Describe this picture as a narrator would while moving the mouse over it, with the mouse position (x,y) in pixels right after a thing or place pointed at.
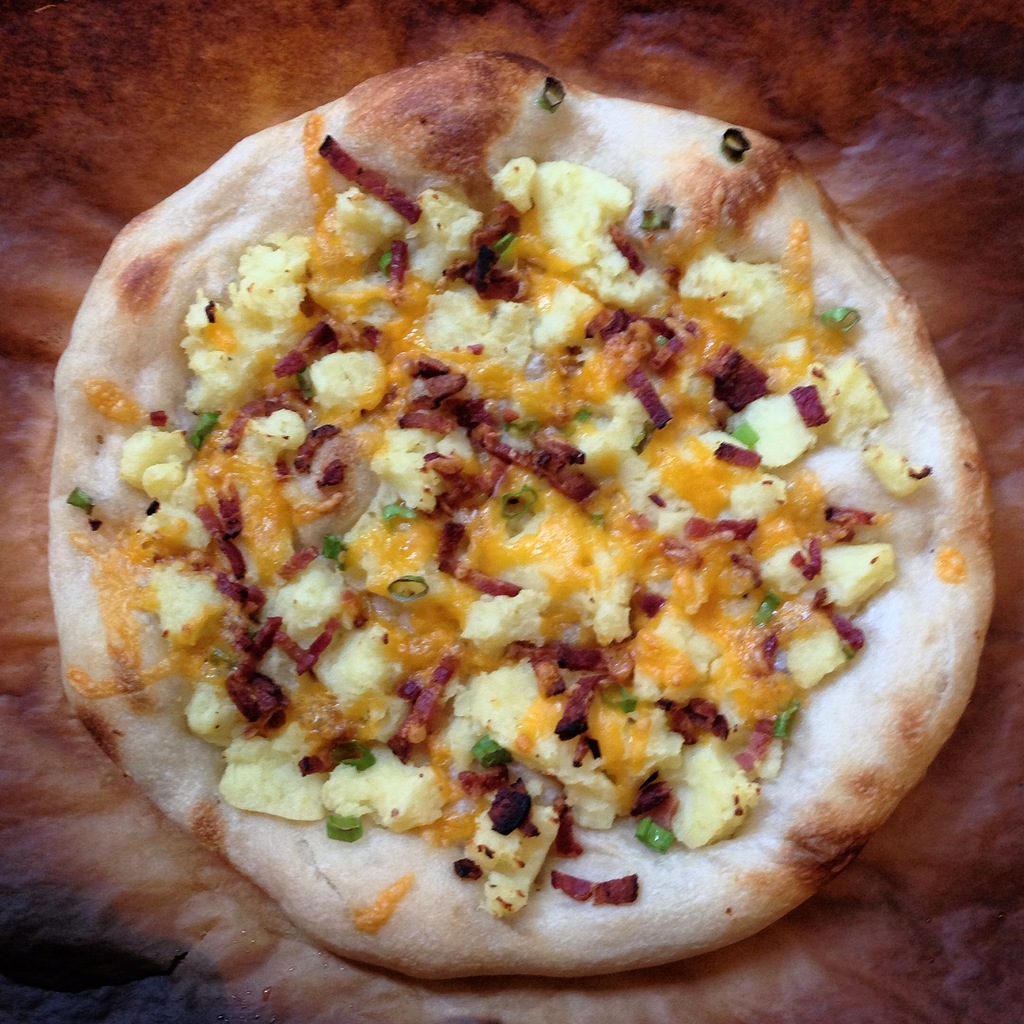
In this picture we can see a pizza (581,371) in the front (528,325), there is a blurry background (82,95).
